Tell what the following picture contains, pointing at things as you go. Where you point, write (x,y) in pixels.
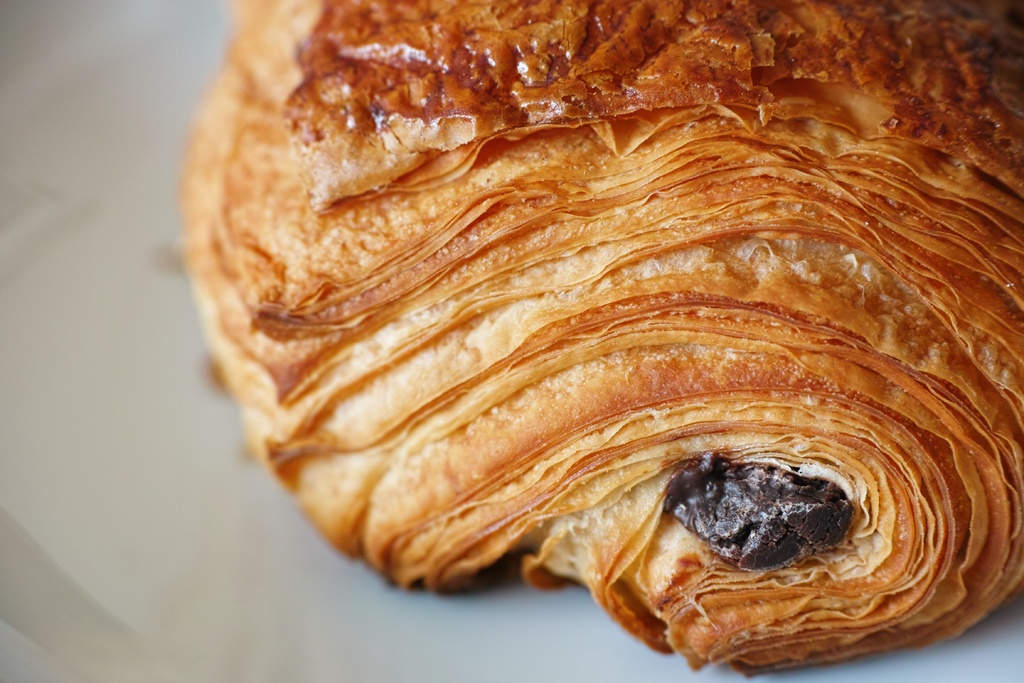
In this image I can see brown colour food (523,512) in the front (572,410) and in the background (467,656) I can see white colour.
